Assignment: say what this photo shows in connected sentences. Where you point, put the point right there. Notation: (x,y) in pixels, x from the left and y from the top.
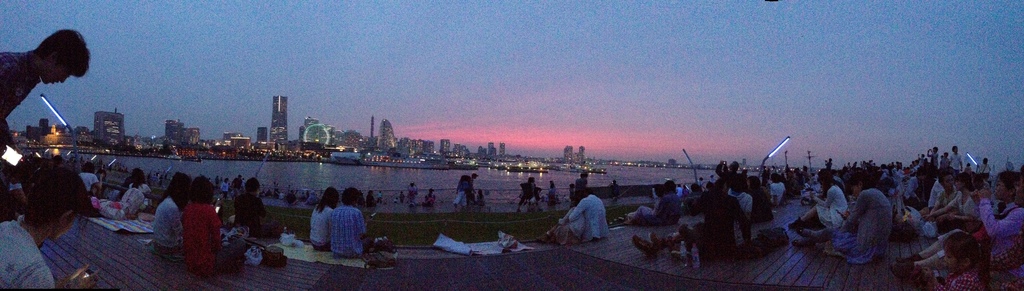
This picture shows few buildings (194,142) and we see lights (463,159) to the buildings (175,130) and we see few lights (779,150) and few people (315,238) seated and few people (901,173) standing and we see a woman (40,185) holding a mobile (16,151) in her hand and we see few water bottles (683,243), bags (289,241), clothes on the floor (655,256) and we see water (635,176) and a cloudy sky (463,76).
